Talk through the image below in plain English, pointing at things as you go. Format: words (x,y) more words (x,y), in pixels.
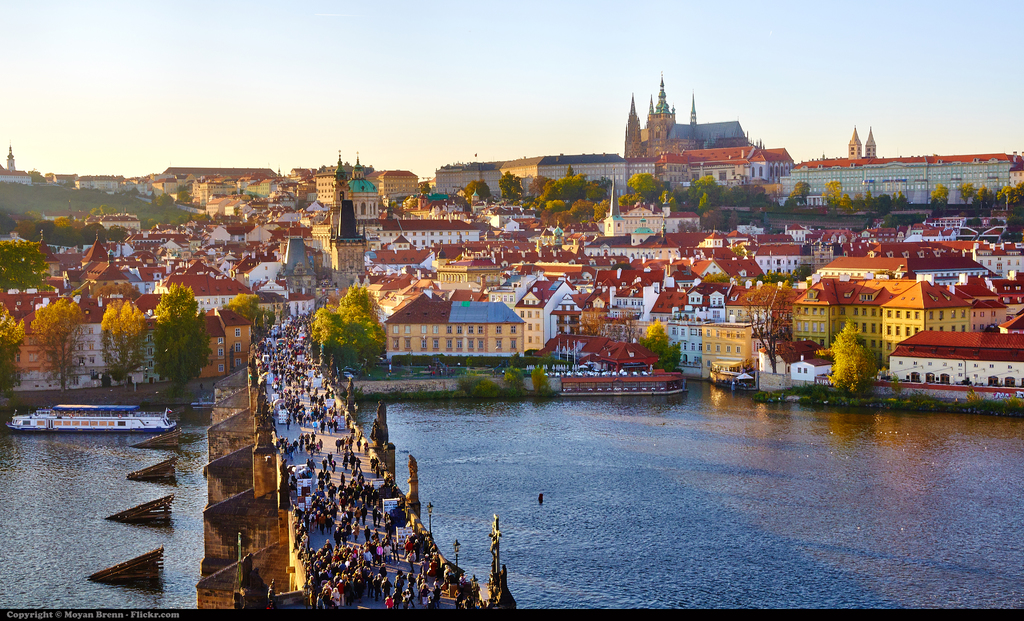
In the picture there is water (689,442), on the water (689,442) there are ships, there is a bridge (403,507), there are many people (371,577) present on the bridge (416,518), there are trees (569,180), there are houses (329,224), there is a clear sky (297,164).
